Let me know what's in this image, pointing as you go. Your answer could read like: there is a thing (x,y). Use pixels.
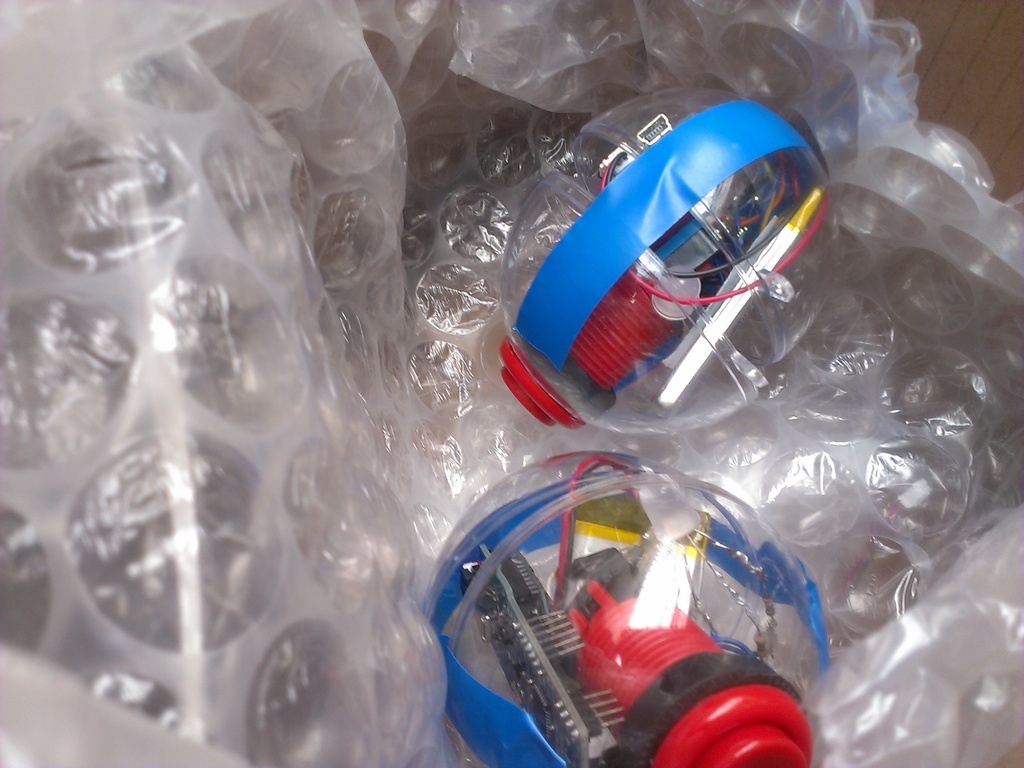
In this image I can see two glass objects (634,182), they are in blue and red color and the two objects (663,396) are on the transparent cover (323,404).
